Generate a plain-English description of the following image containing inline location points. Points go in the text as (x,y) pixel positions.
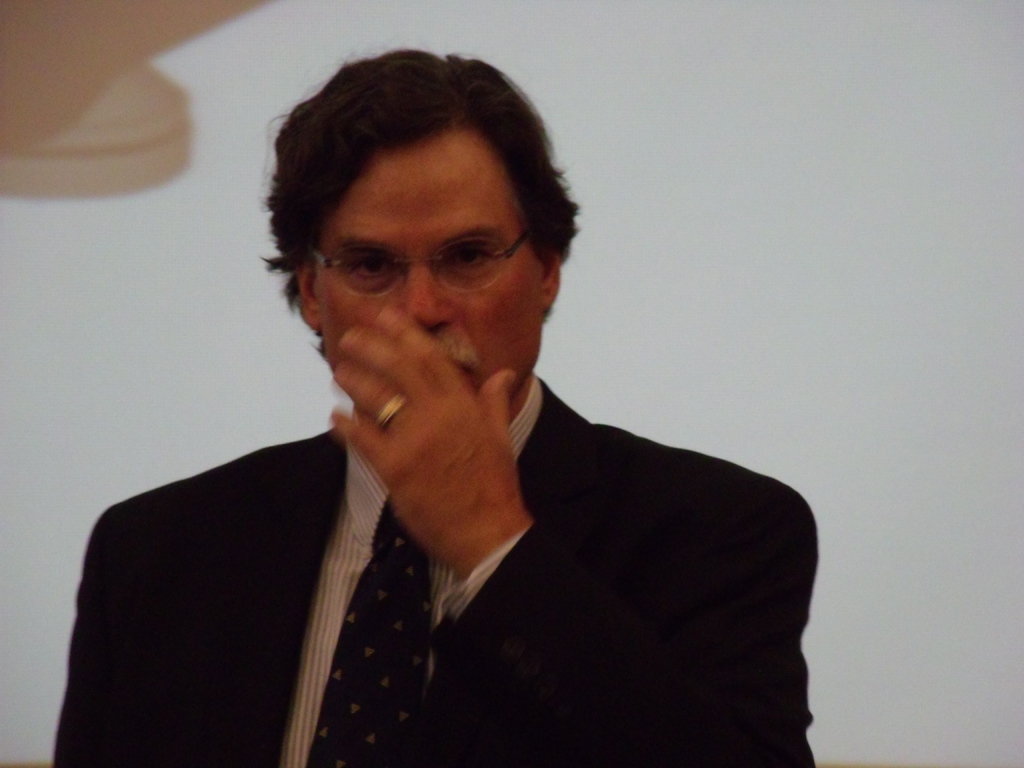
In this picture there is a man (392,234) who is wearing spectacle (486,250), ring (389,405) and suit (582,594). He is standing near to the wall (844,378).
